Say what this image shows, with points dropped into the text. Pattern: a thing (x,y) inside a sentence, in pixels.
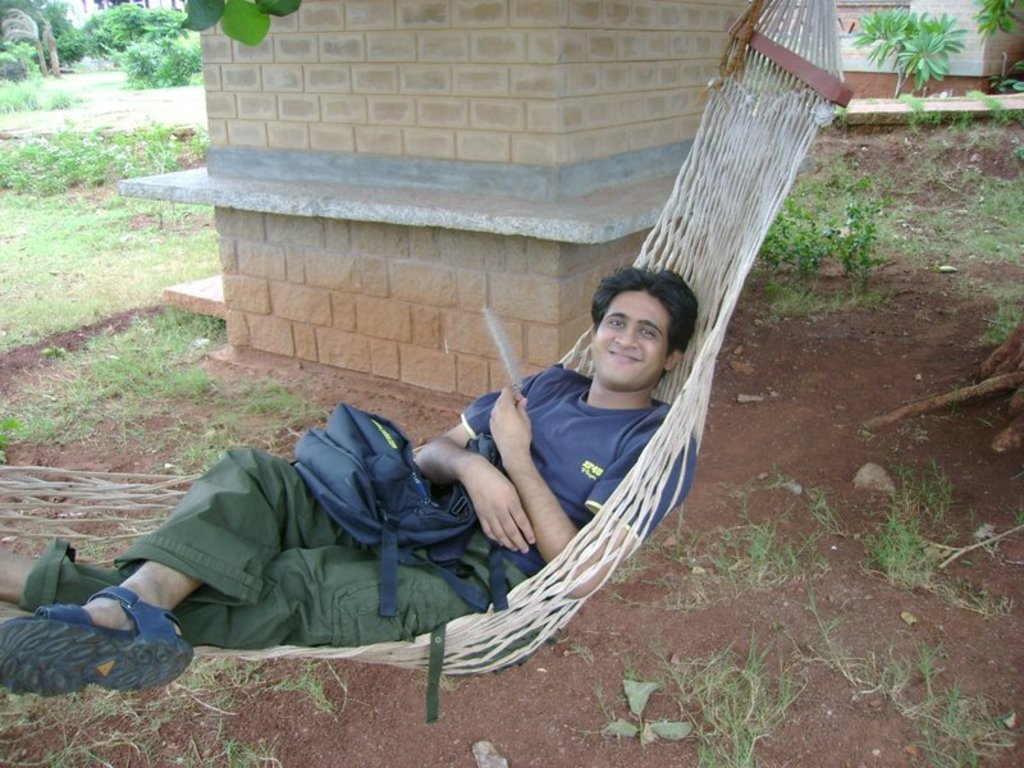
In the picture we can see a hammock (219,652) with a man (655,293) in it and he is with blue T-shirt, and bag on him and holding a stalk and behind him we can see some house construction (483,321) with rock bricks (478,309) and around it we can see grass surface (160,215) and behind it we can see some plants (102,138) and house wall (890,78).
